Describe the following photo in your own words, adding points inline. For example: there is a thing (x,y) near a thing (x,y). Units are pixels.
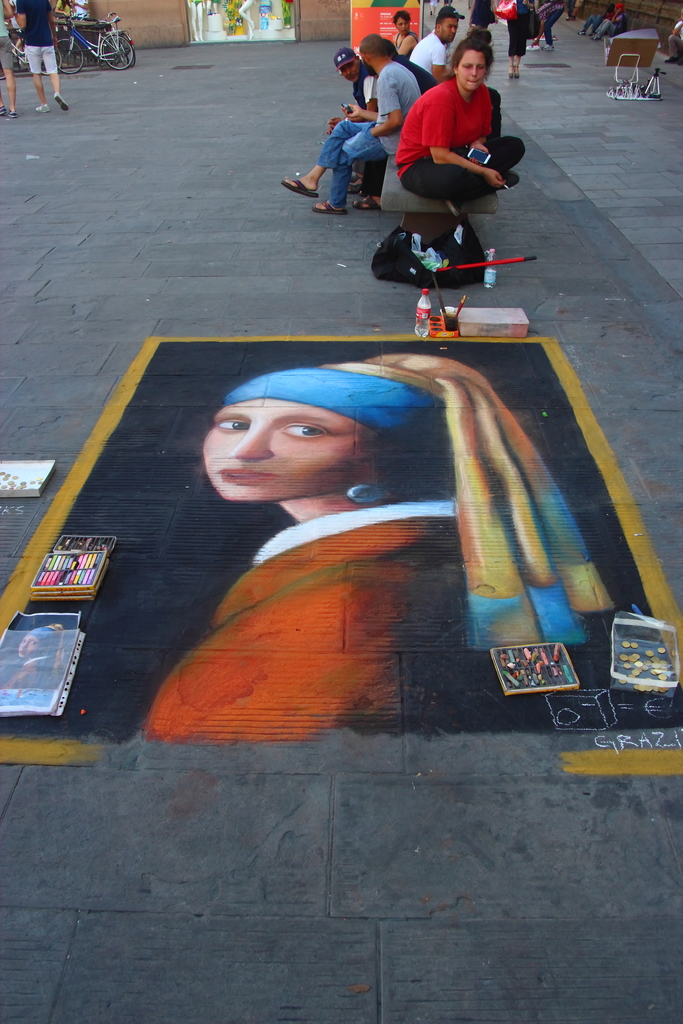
There are few persons (332,126). Here we can see painting (386,607) on the road (159,742). There are boxes (73,570), bottles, and a bag (455,270). Here we can see a bicycle (100,24), boards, and wall (152,17).
